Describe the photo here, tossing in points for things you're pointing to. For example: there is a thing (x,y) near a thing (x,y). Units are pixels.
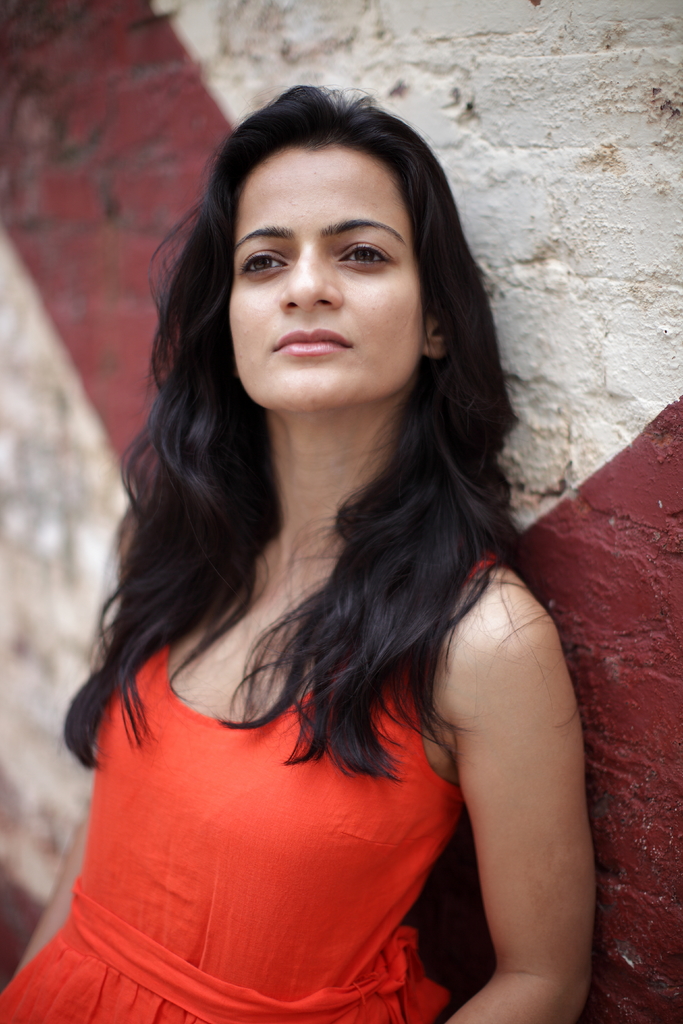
In the foreground of this image (371,498), there is a woman (371,626) standing near a wall (574,209) wearing a red color dress (285,816).
